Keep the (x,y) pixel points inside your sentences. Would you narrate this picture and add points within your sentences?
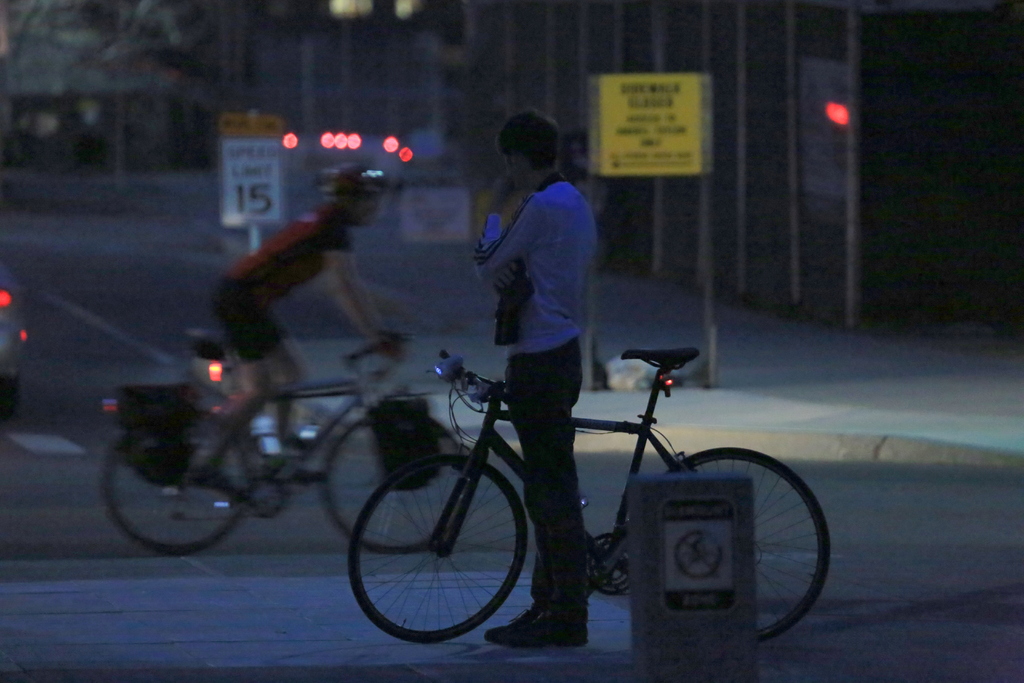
In this image i can see there is a person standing on the floor (91,566) and there a person (314,266) wearing a red color t-shirt (277,263) riding a bicycle (252,480) on the road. And there is a sign board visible on the middle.
